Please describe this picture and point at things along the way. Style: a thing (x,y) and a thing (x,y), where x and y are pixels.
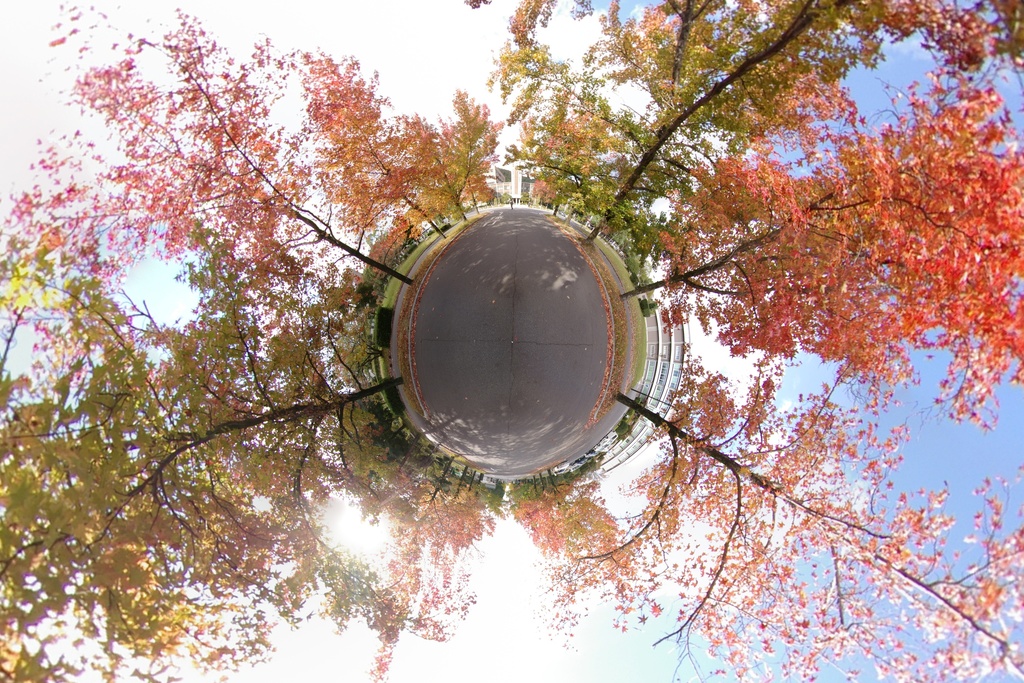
In this image there is a tree (952,194) with leaves (865,212). At the background (437,91) there is sky (434,57).
